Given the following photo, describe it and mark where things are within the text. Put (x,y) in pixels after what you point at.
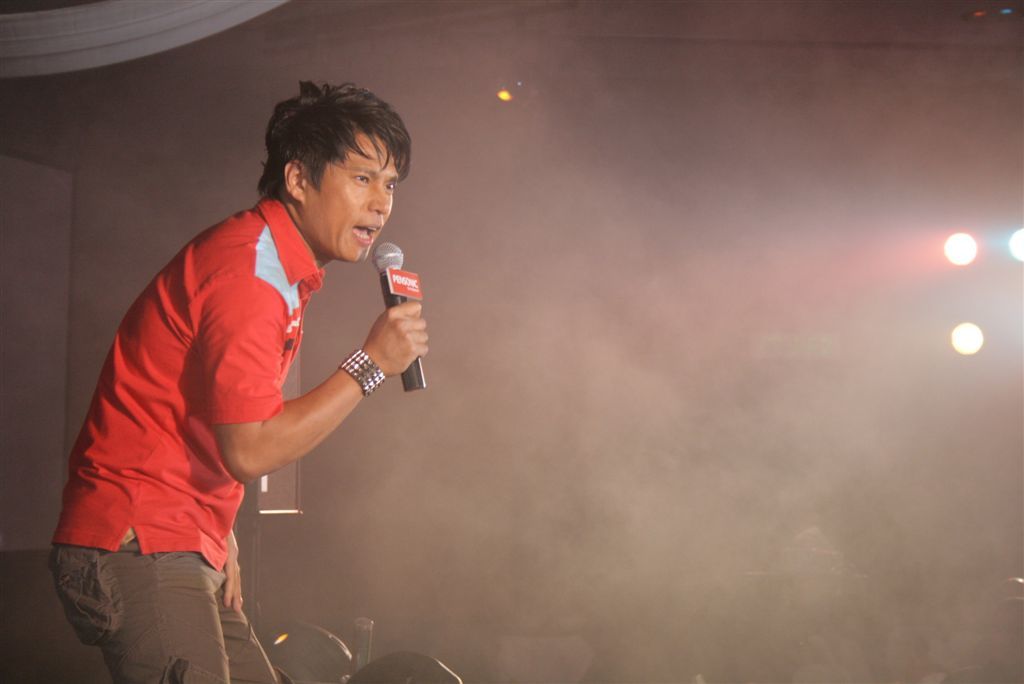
Here we can see a man (231,566) holding a microphone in his hand (376,361) singing.
